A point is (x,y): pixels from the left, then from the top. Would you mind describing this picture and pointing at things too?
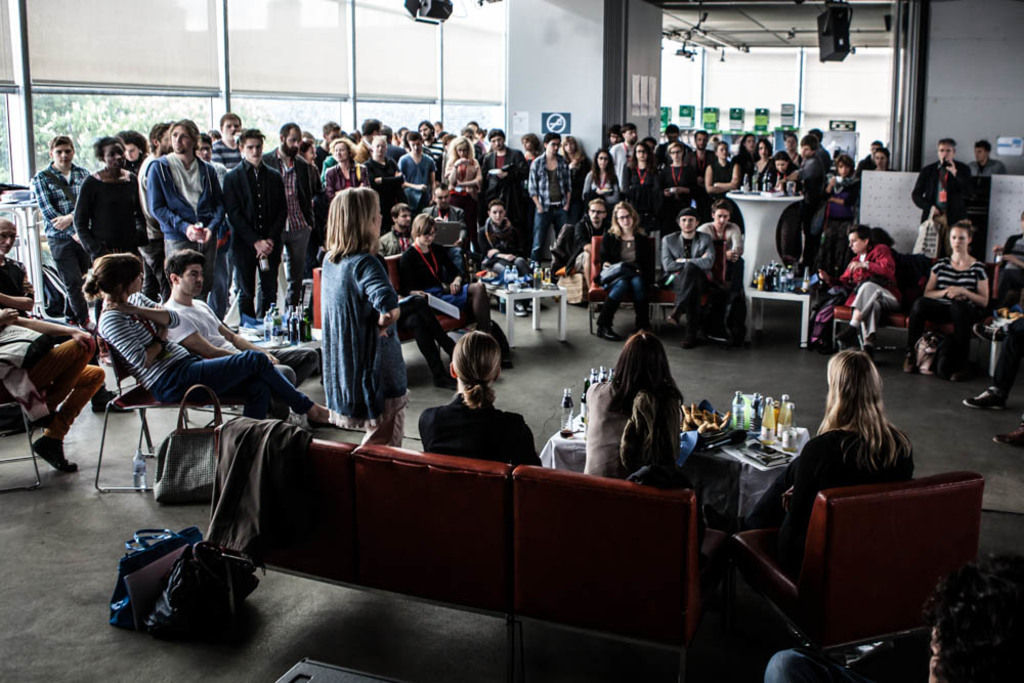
This image is taken from inside. In this image there are a few people (299,271) standing and sitting on their chairs (678,504), there are a few bags (187,452) placed on the floor (368,635), in the middle of them there are a few tables (756,477) with drinks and food items (698,421) on it. In the background (365,73) there is a glass door (78,92) and pillars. At the top of the image (741,24) there is a ceiling (763,13).
